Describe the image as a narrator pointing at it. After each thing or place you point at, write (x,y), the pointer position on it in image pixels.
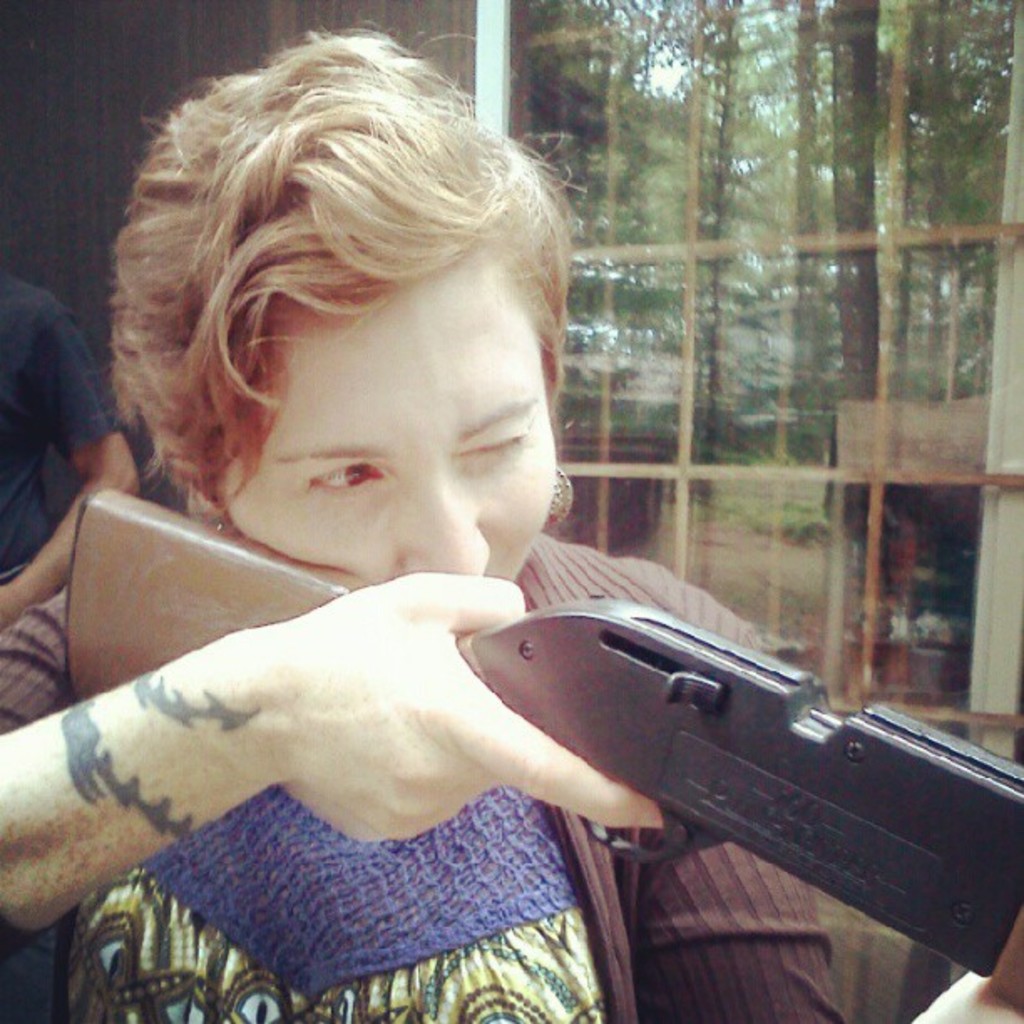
In this picture we can see a woman (327,367) holding a gun (968,907) with her hands (303,777) and at the back of her we can see a person (124,450), wall (221,60), glass (876,112) and from the glass (714,145) we can see trees (667,132), rods (606,323) and some objects (917,434).
